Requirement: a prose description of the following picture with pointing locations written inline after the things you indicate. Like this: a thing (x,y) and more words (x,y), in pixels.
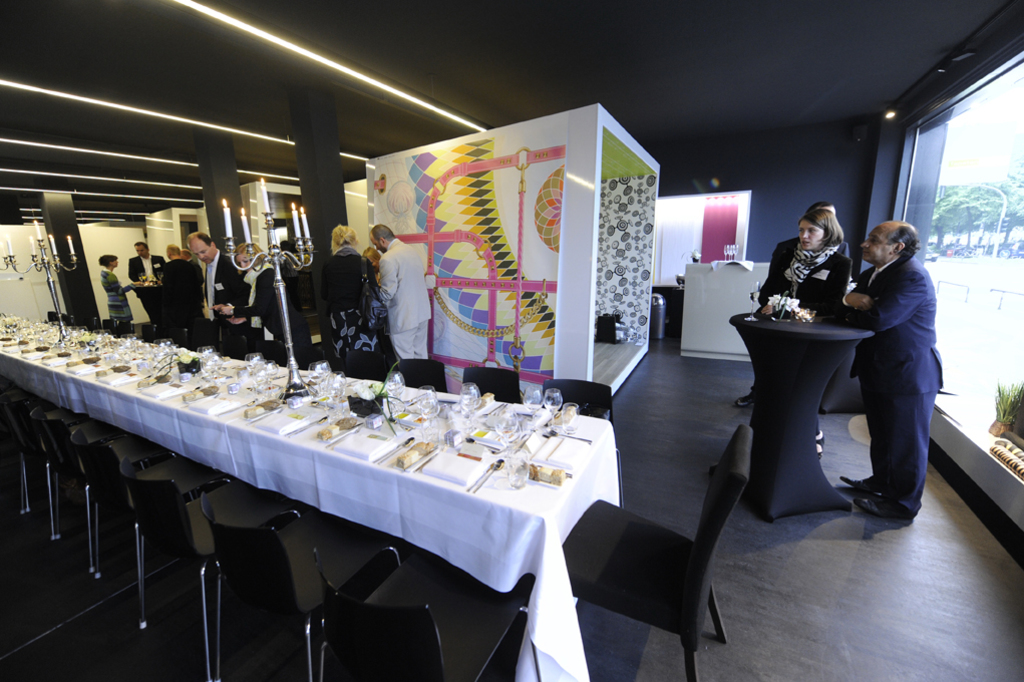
Group of people (176,283) are standing at a party in a hall (188,104).
